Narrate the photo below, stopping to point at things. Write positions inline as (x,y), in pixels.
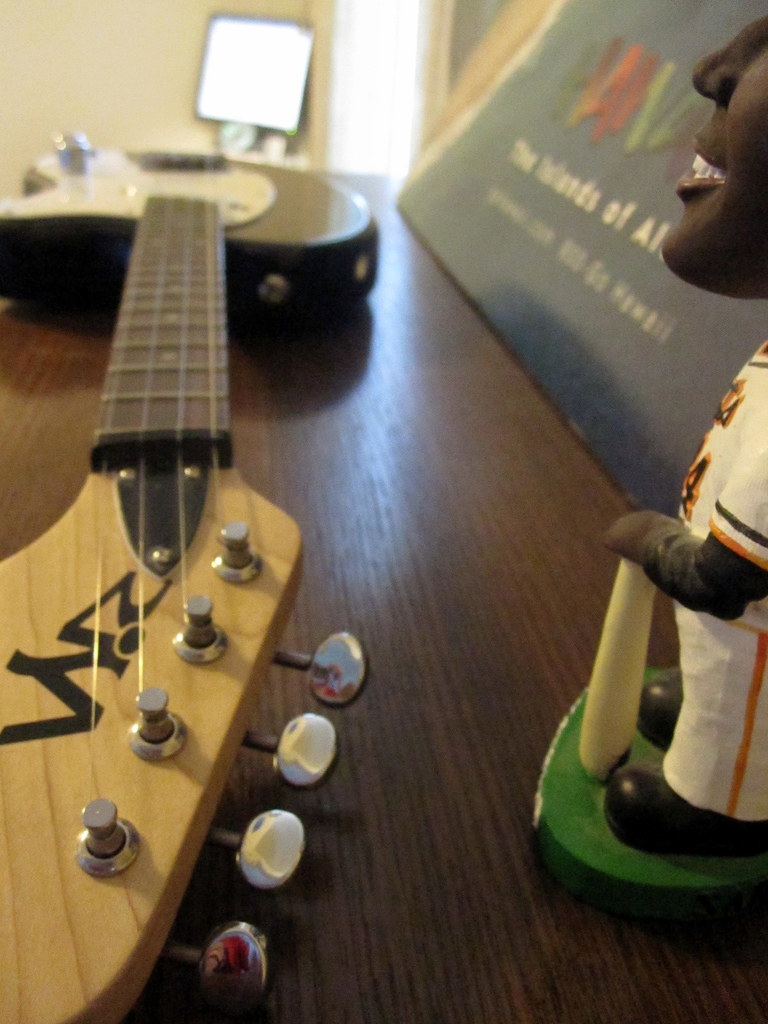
In this image, we can see a guitar (158,418), a sculpture (643,628) and there is a board (595,228) with some text (608,215) are on the table (310,488). In the background (285,60), there is an object (278,67).
